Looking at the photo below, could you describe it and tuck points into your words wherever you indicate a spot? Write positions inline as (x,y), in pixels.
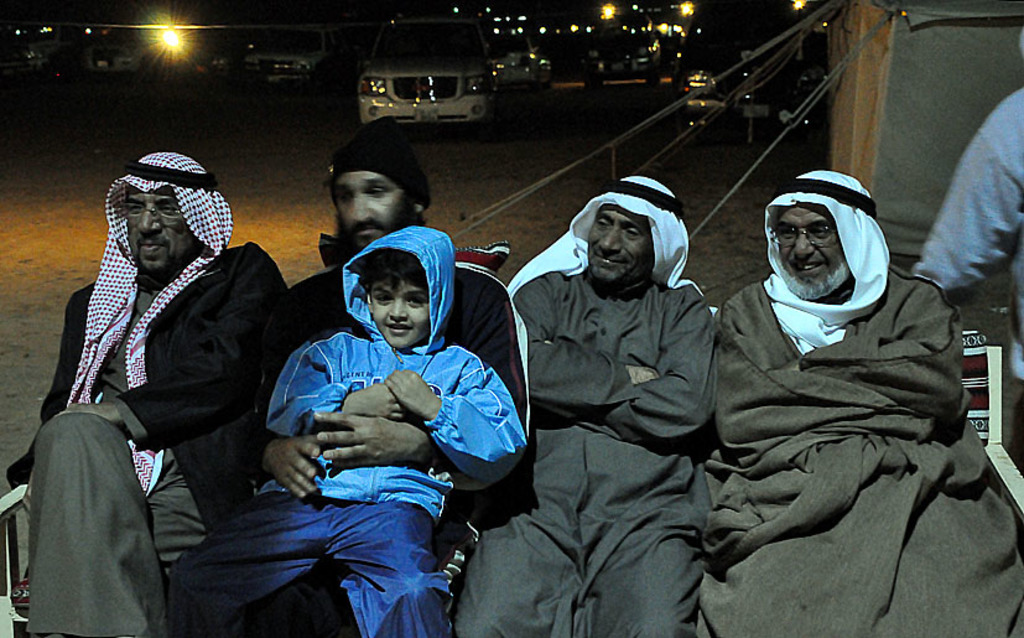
At the bottom of this image (867,441), there are four persons (361,184), smiling and sitting on a bench (988,428). One of them is holding a boy (443,375) who is in a blue color jacket (458,370). On the right side (1023,262), there is another person (1018,147). In the background (888,53), there are vehicles (99,51) on the ground (229,140), there are lights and a tent (877,44). And the background (55,27) is dark in color.
